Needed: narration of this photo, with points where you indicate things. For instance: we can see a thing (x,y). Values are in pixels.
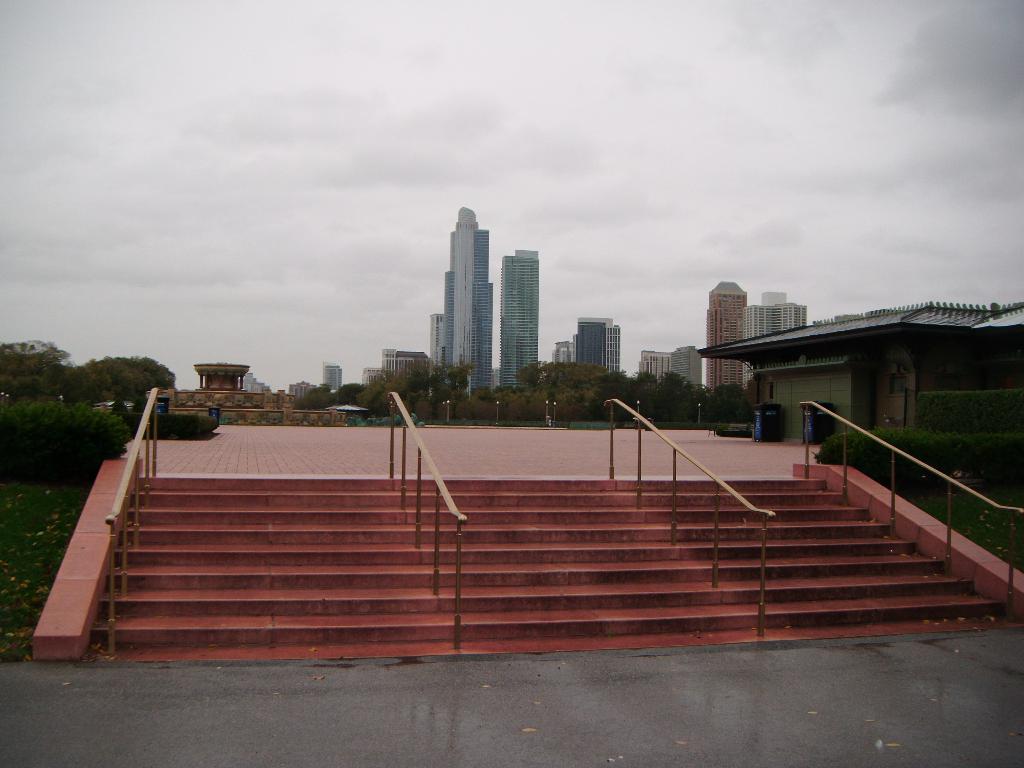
In this image in the center (666,512) there are some stairs (790,480), and in the background (565,360) there are some skyscrapers (460,323) and some buildings (732,339). On the right side (866,411) there is a house (888,399) and some plants (882,431) and on the left side (50,441) also there are some plants (27,432), at the bottom (524,724) there is a walkway (525,678). On the top of the image (543,144) there is sky (854,175).
